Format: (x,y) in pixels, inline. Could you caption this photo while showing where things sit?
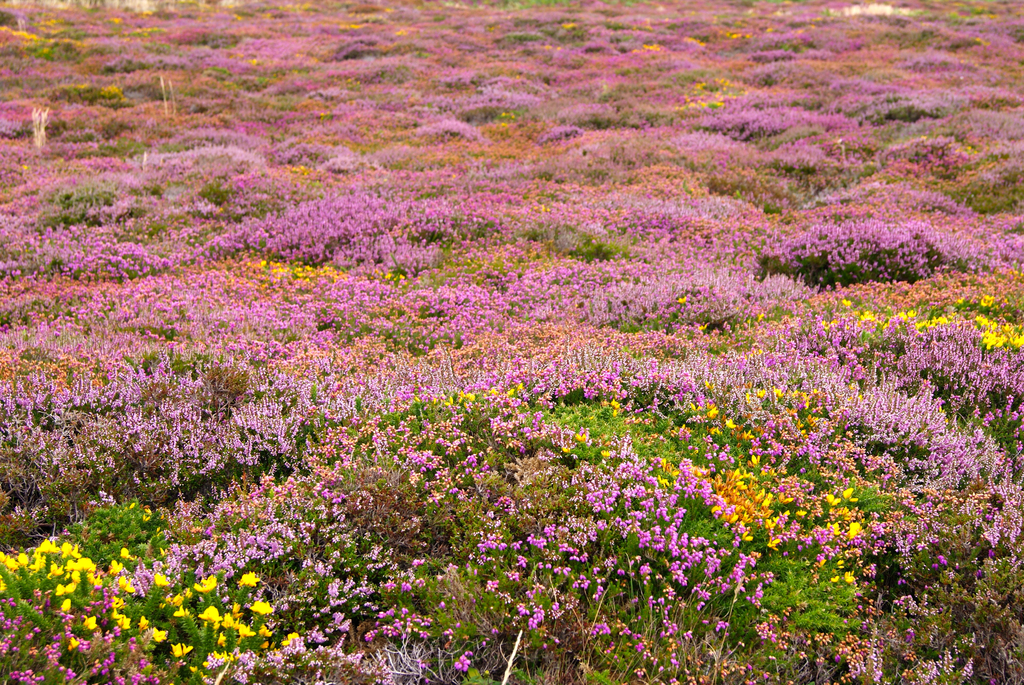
In this picture I can see plants (510,279) with colorful flowers (541,312).
